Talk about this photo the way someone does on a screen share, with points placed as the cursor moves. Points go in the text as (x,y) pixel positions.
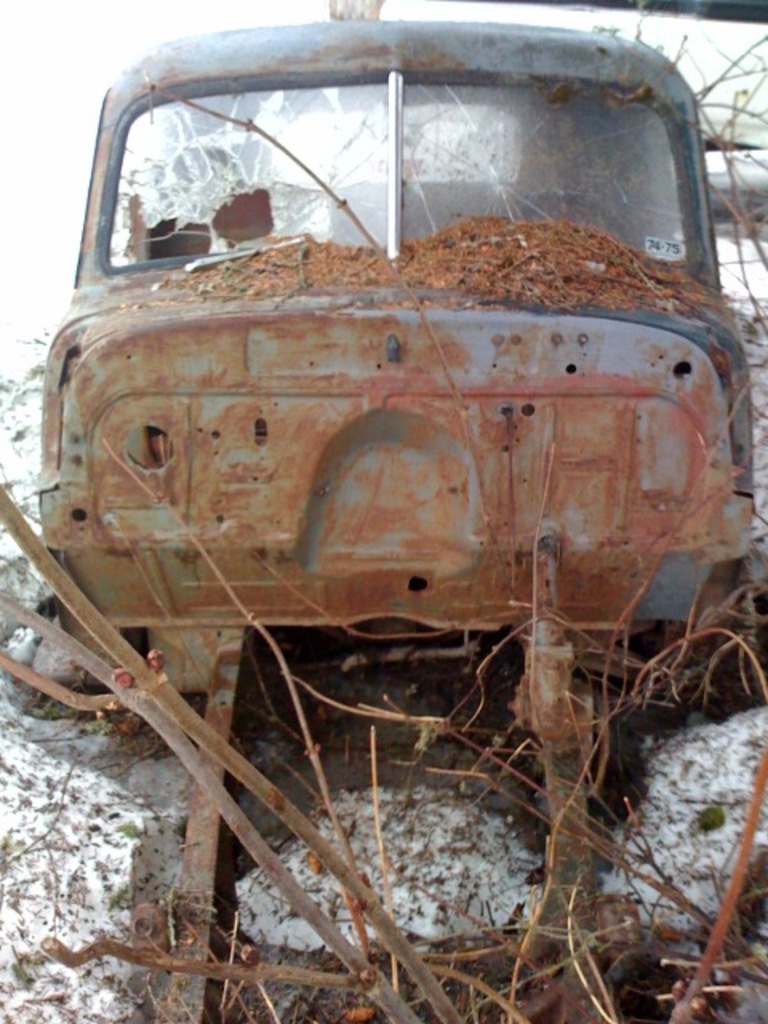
This looks like a damaged car (187,229). I can see the broken glasses (333,169). I think this is the scrap (413,434). I can see the branches (409,943). This looks like a snow (79,796).
